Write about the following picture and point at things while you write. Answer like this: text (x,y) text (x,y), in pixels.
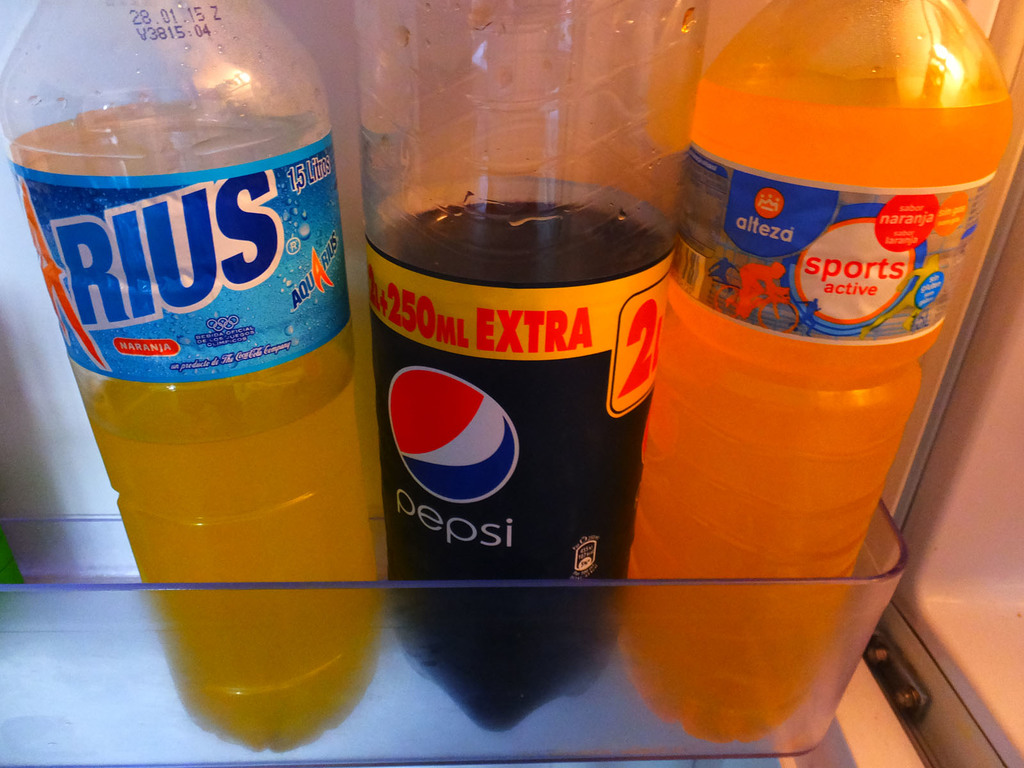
In this image we can see three bottles (399,310).
